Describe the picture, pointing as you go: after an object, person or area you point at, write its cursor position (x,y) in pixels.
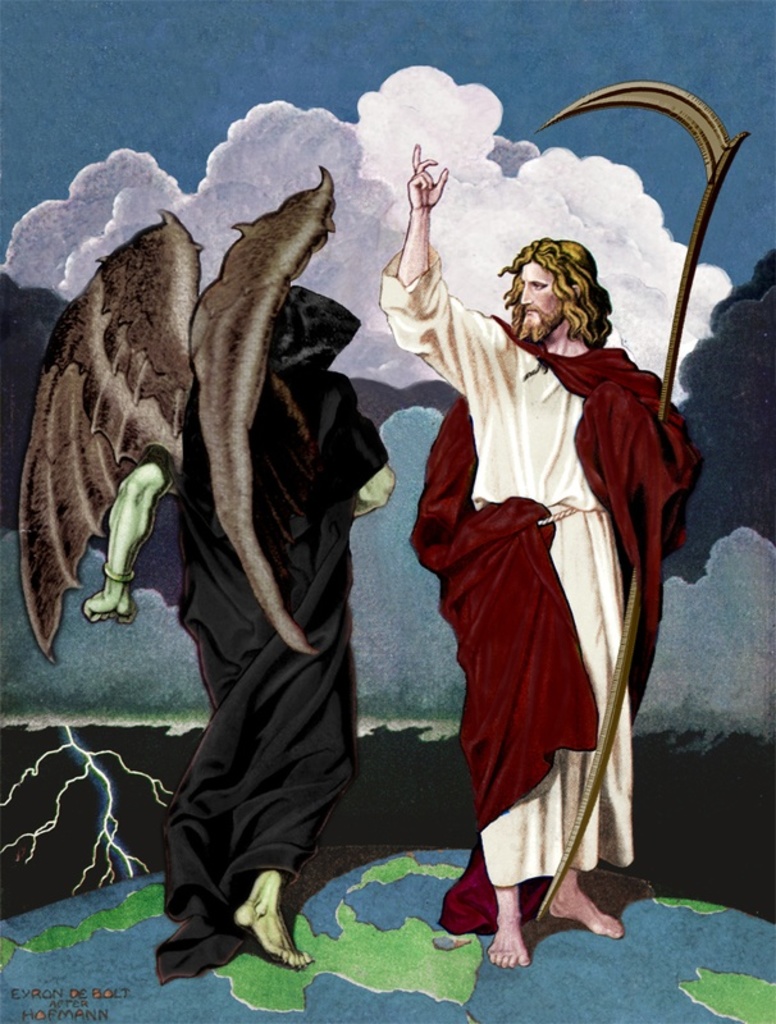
In the image on the right side (595,454) there is a person (569,715) standing and holding a stick (720,125) in the hand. Beside him on the left side (246,616) there is a person (248,542) with wings (268,319) is standing. They are standing on the earth (721,931). Behind them there is sky (290,154) with clouds (357,198). And also there is thunder (90,754). In the bottom left corner of the image (97,995) there is something written on it.
